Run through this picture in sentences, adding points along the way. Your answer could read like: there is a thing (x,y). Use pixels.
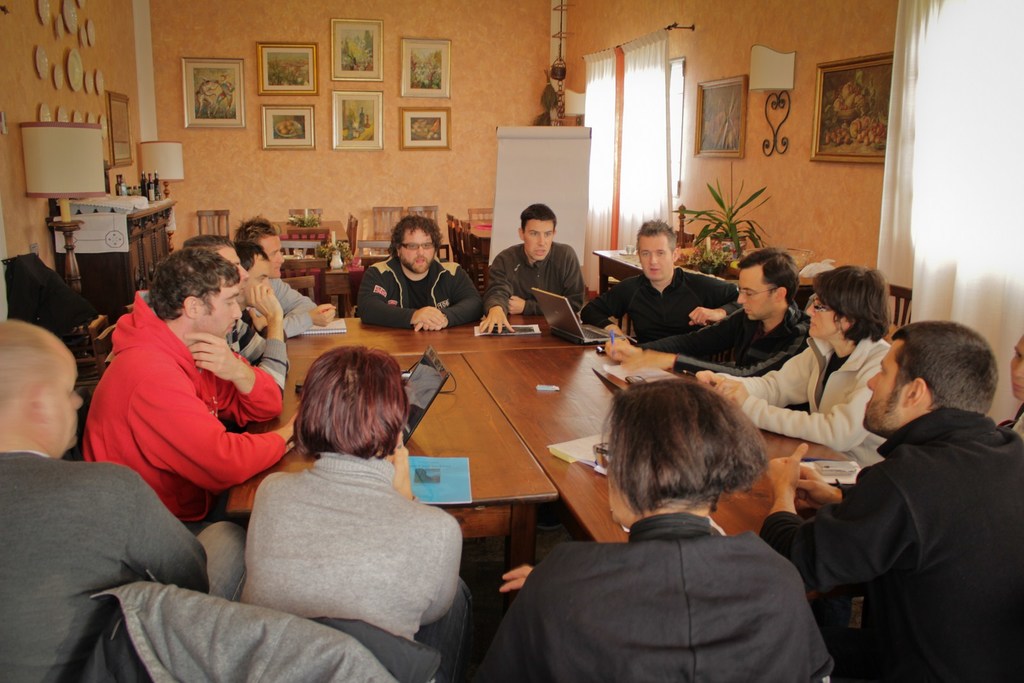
In this picture I can see there are a group of people (322,442) sitting here and there are having a table (450,437) in front of them and there is a laptop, papers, pens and files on the table (474,434).
